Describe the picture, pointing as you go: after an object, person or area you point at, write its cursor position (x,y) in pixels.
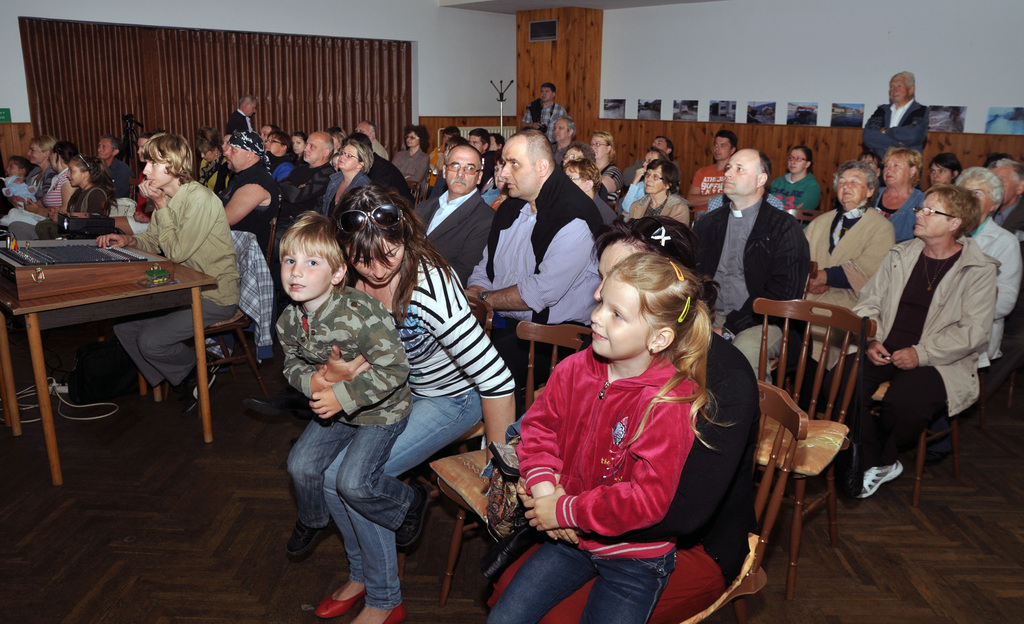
In the image we can see there are lot of people (426,153) who are sitting on chair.
